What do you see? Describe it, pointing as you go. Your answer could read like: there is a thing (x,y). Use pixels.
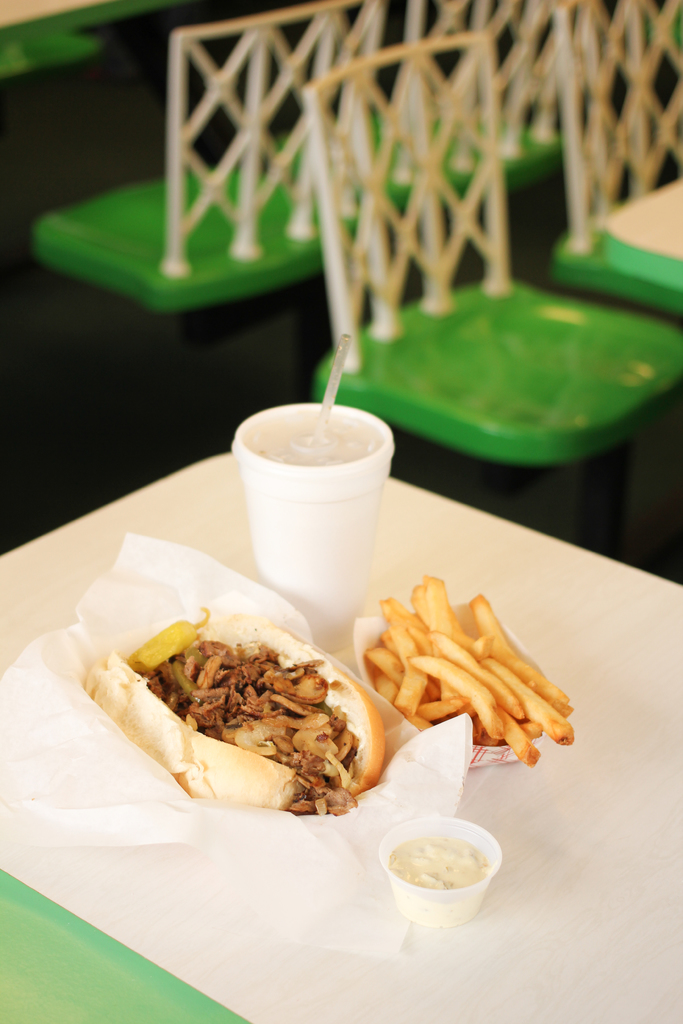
This is a zoomed in picture. In the center (256,478) there is a table (391,959) on the top of which a glass of drink (354,468), bowl (437,898) containing some food (415,864), french fries (448,687) and some food items (296,773) are placed. In the background (375,295) we can see the green color chairs (176,226) placed on the ground (112,400).
